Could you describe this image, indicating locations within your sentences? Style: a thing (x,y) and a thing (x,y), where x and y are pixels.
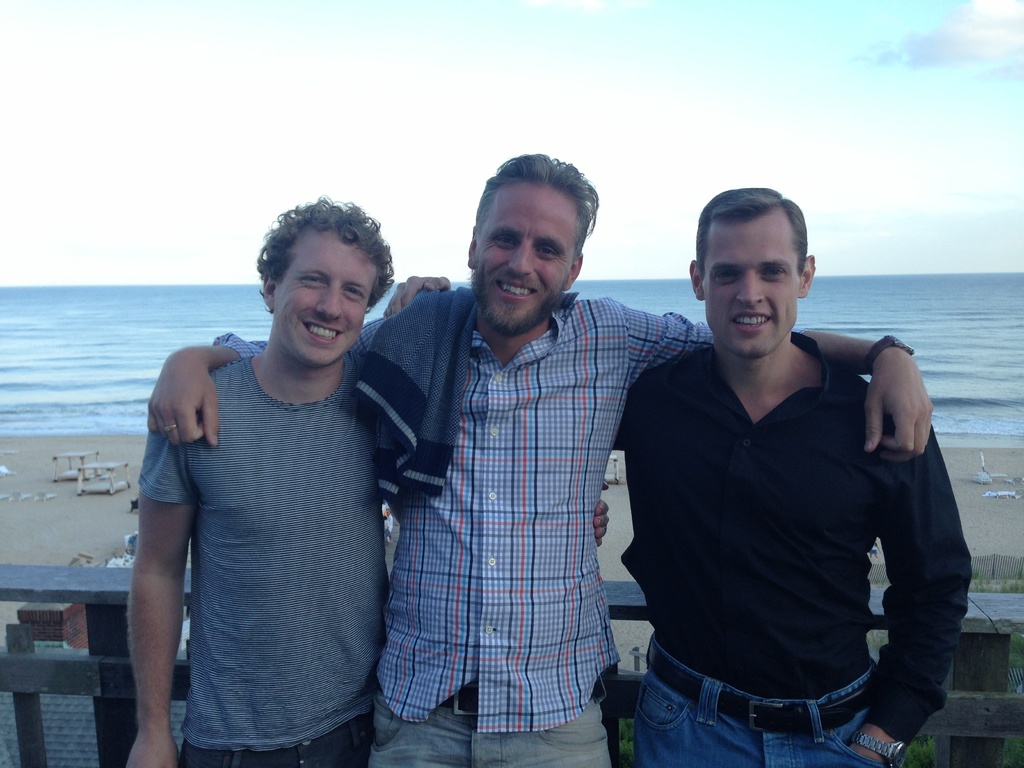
In the middle (564,293) a man (564,293) is standing, he wore shirt (533,537), trouser (558,745). Beside him 2 men (729,579) are standing, behind them there is the beach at the top (484,111) it is the sky (403,118).
